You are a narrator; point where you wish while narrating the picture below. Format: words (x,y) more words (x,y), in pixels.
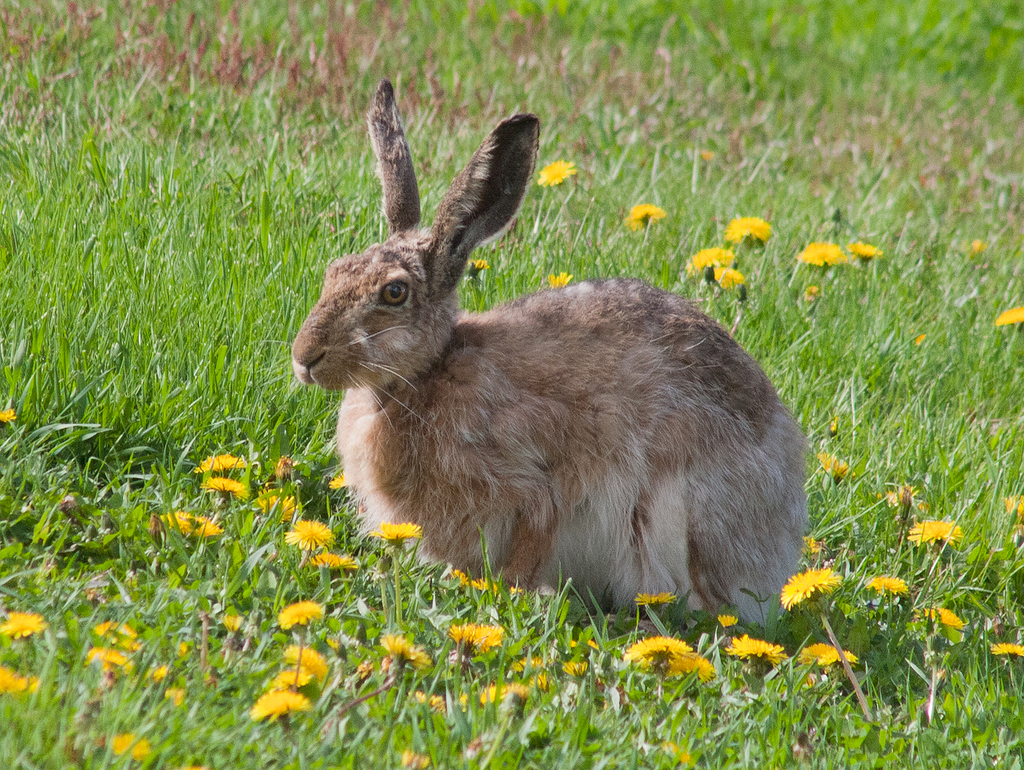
In this picture I can observe an animal (490,368). It is looking like a rabbit (411,395). This rabbit (421,380) is in brown and white colors. There are yellow color flowers (484,648) on the ground (209,613). I can observe some grass (176,280) in the background (531,96).
